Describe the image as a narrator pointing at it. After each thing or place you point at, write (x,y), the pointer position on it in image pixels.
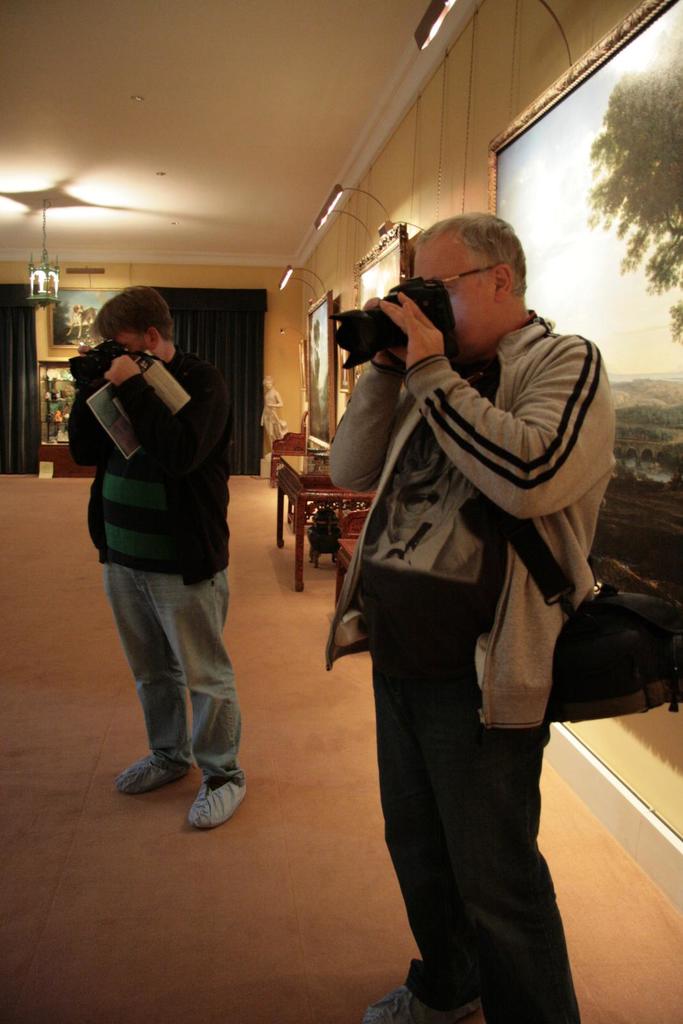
In this image I can see a person (526,455) wearing grey and black jacket (576,471) and black pant (461,760) is standing and holding a black colored camera (384,350) in his hand (444,337) and another person (212,458) wearing black jacket (212,455) is standing and holding a camera (103,351) and a paper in his hand (128,361). In the background (270,94) I can see the ceiling (246,112), few lights (322,212) to the ceiling (337,171), the curtain (249,292), the floor (4,569), few photo frames (372,263) attached to the wall (315,263).
